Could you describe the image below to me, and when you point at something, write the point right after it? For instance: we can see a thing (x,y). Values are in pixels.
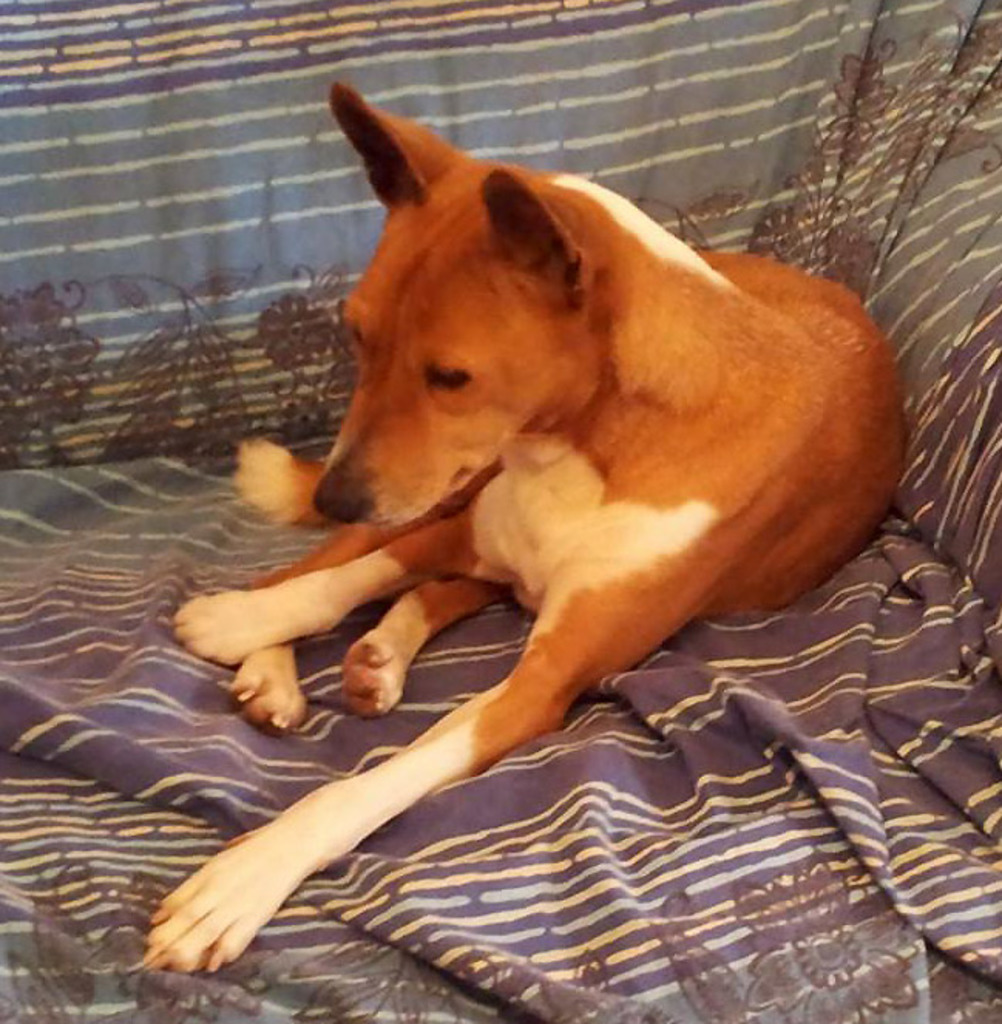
In this image there is a dog (238,896) sitting on a sofa (668,103).
